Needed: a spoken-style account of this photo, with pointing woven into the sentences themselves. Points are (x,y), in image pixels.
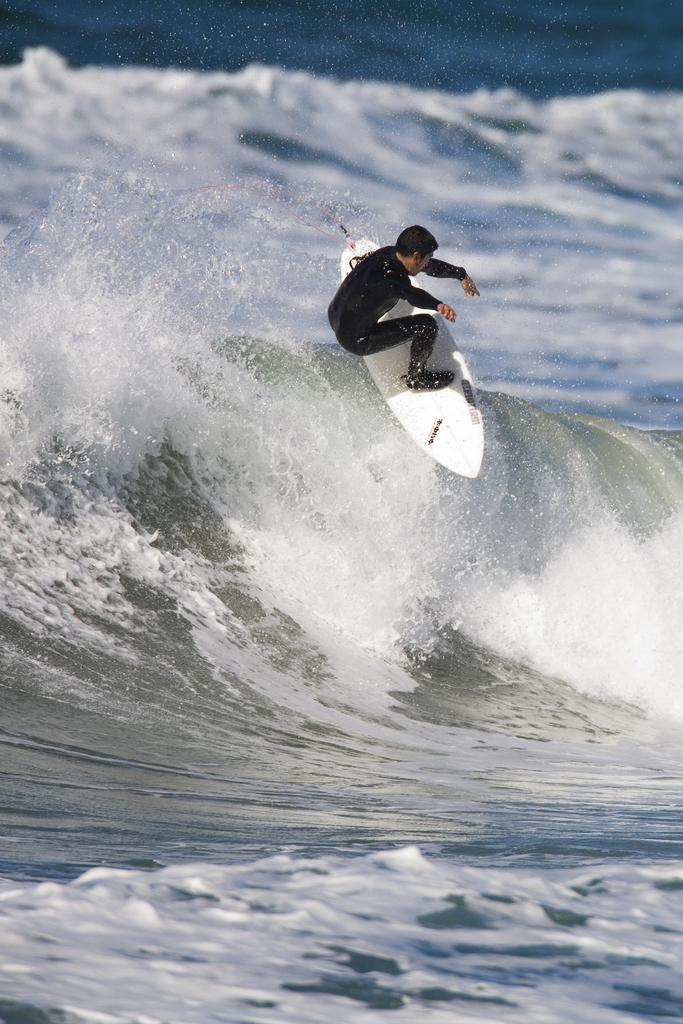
In the image there is a man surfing on the waves (367,187) and he is wearing black costume (410,336).
